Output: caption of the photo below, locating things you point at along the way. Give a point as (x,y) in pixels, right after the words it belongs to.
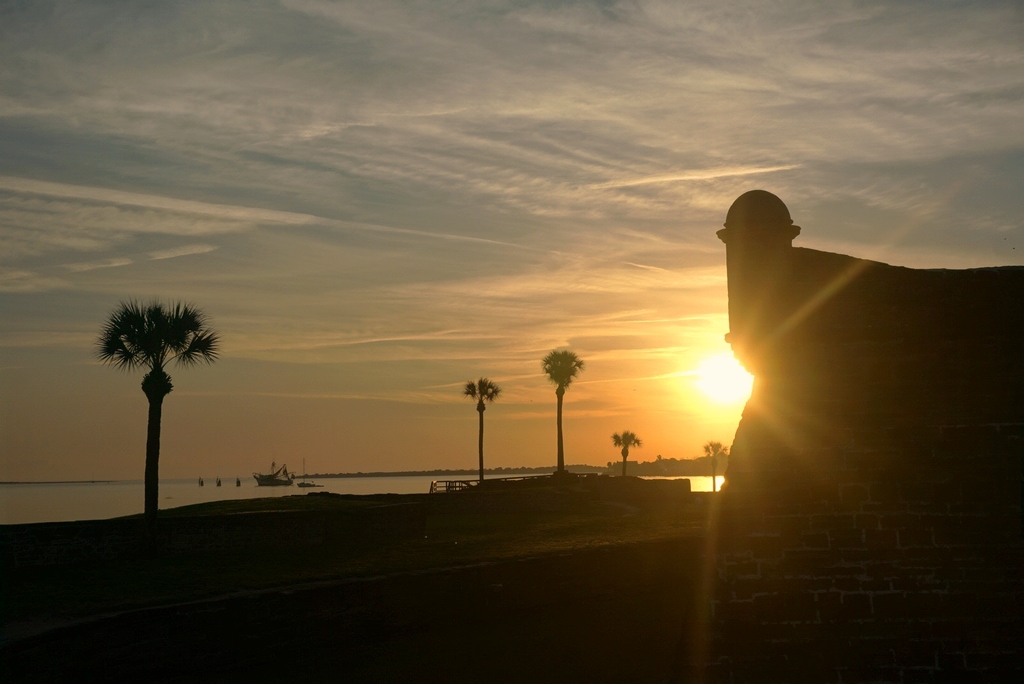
This image is clicked outside. At the bottom (190,603), there is ground (337,524). In the front (483,441), there are trees (178,313). In the background (124,486), we can see the water (214,498) in which there is a boat (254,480). At the top (326,205), there are clouds (312,166) in the sky (365,263). On the right (718,386), we can see the sun (703,379) and a wall (823,408).
